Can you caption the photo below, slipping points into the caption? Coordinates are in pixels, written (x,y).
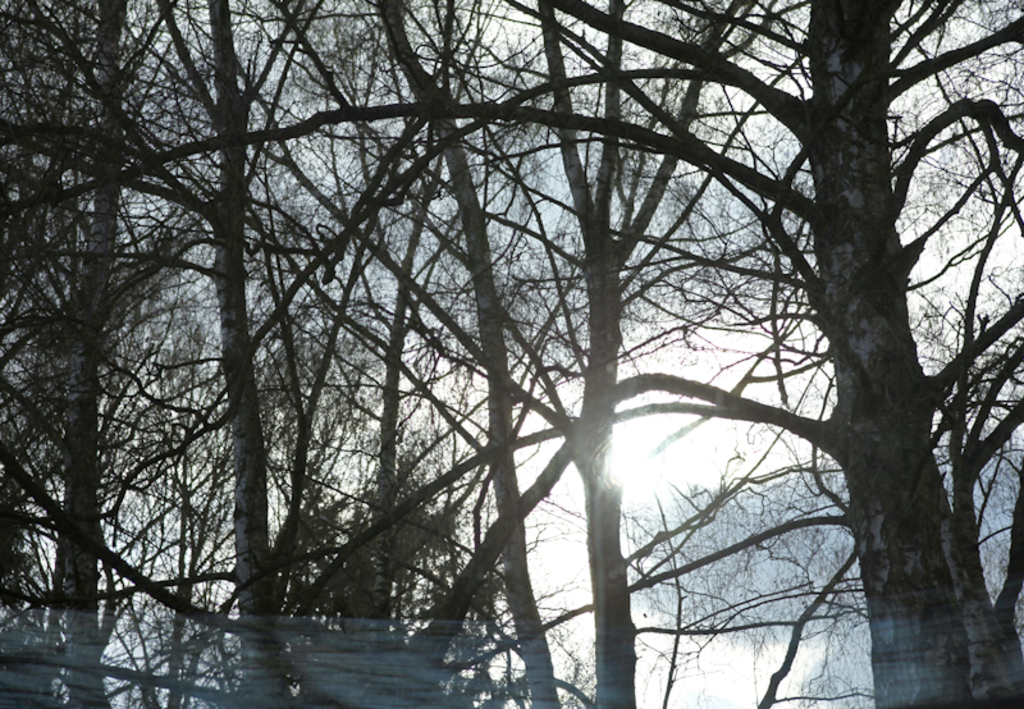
In the image I can see some trees (847,45) and the sunset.
